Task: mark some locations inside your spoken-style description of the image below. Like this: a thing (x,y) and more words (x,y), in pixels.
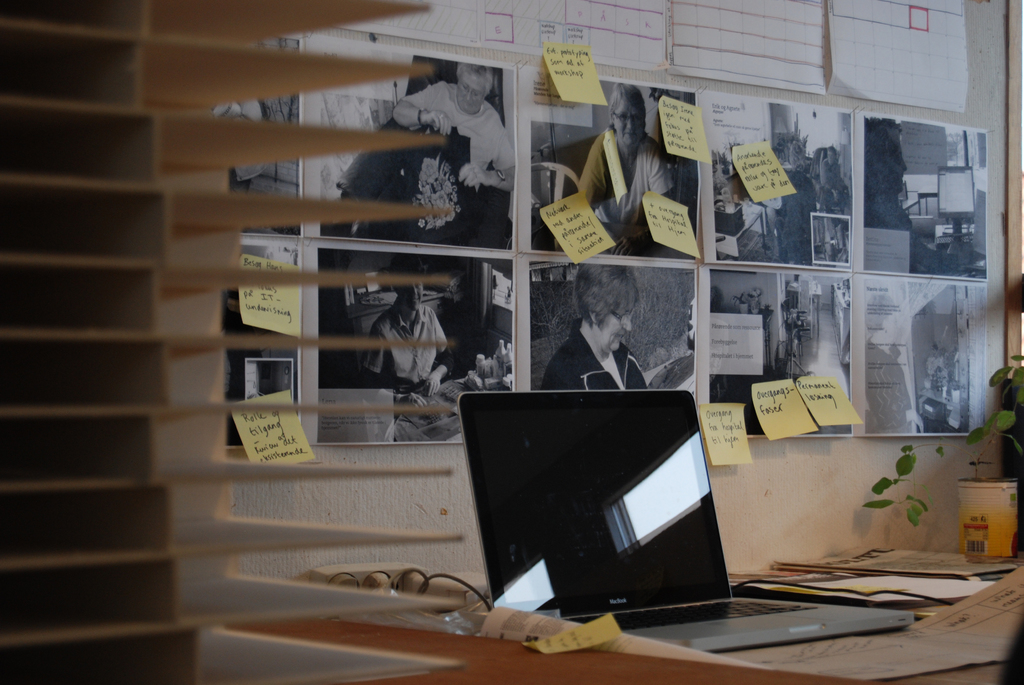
A pictures (538,305) on wall (882,110). These notes (593,224) and this posters (467,16) are also on wall (874,160). On this table (947,673) there is a laptop (862,627) and paper (824,669). Far there is a plant (992,417).
